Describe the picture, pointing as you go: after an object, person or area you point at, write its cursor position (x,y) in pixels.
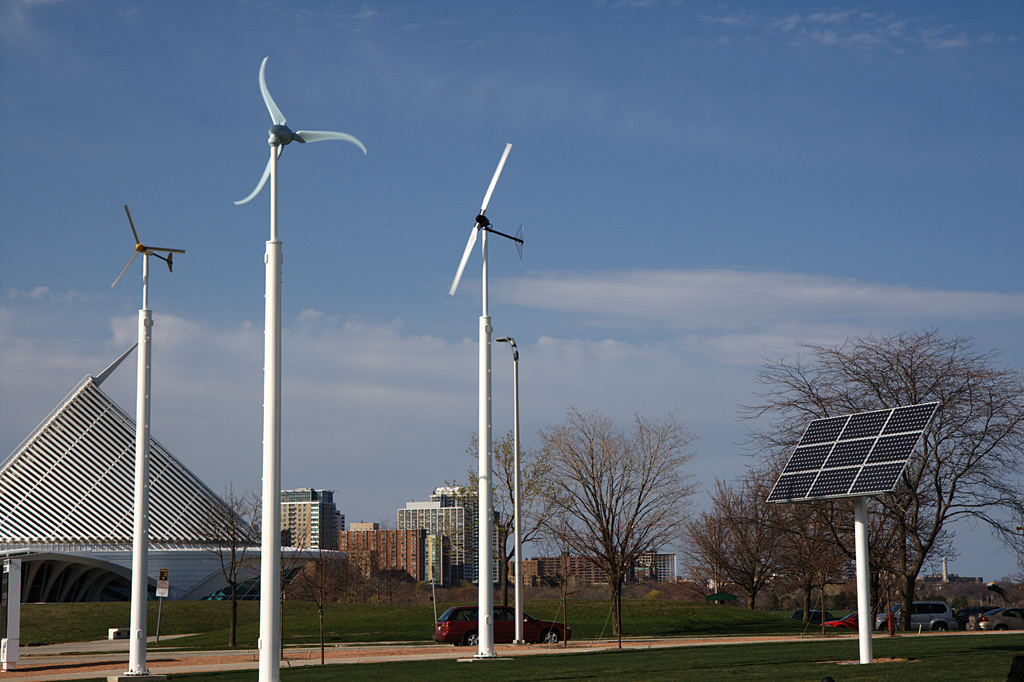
In this image there is a solar panel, windmills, buildings (165,465), poles (259,644), trees (793,546), vehicles (444,624), plants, grass (253,610), sky (663,176).
